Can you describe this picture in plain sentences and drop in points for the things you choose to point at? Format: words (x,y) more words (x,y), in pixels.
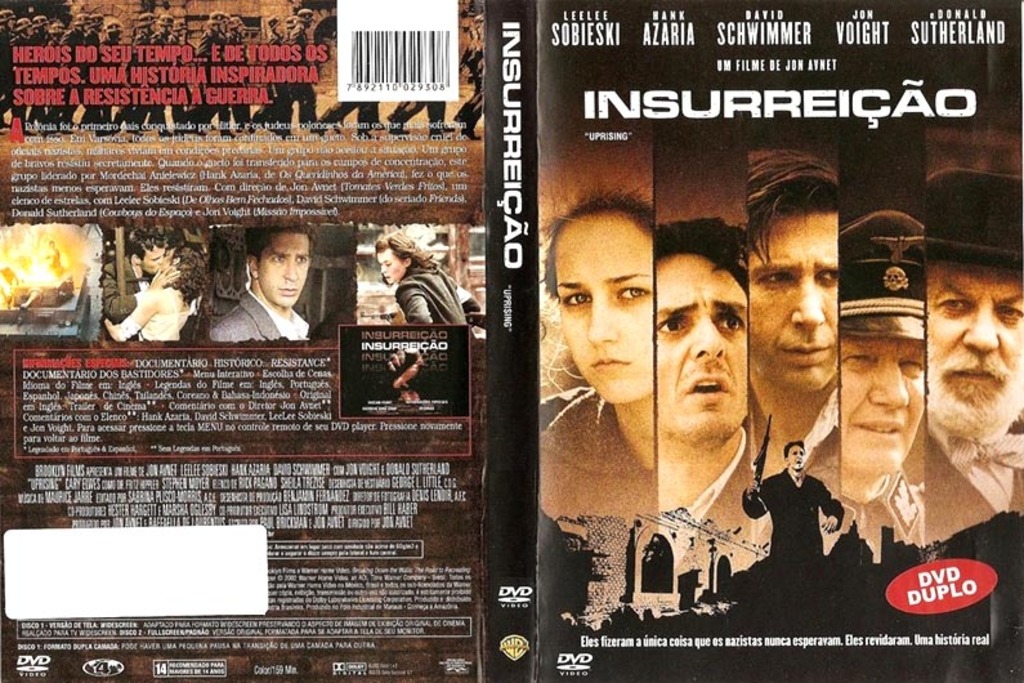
This image consists of a poster (821,134). On this poster (242,344) I can see some text (195,167) and few images (293,320) of persons (757,350).
